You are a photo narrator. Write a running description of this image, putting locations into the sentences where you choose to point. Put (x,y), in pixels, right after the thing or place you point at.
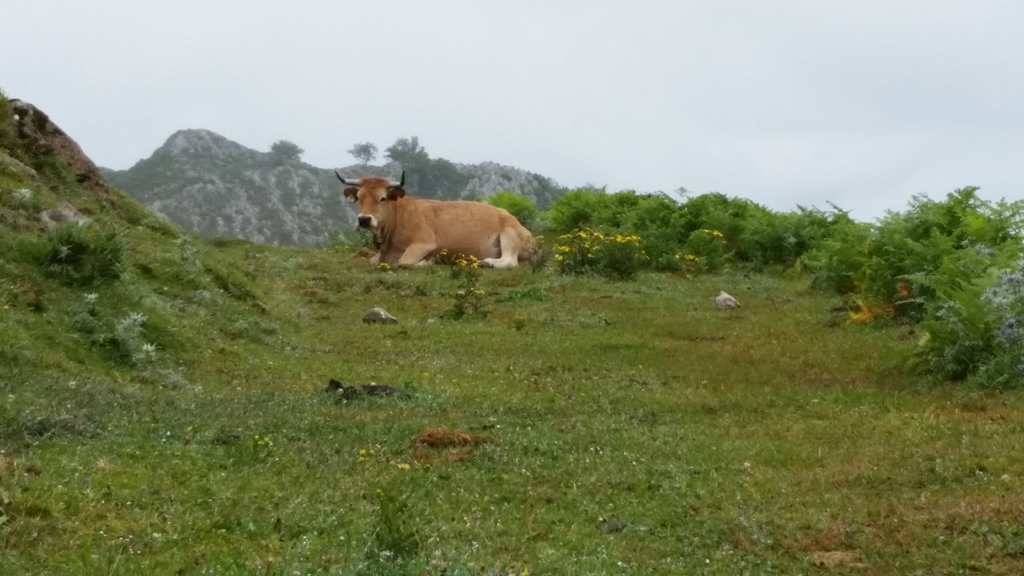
In the center of the image (445,232) we can see a cow (445,232) sitting. At the bottom (375,478) there is grass (540,443) and we can see flowers (621,238). There are plants (563,240). In the background (169,203) we can see hills (468,183) and sky (448,90).
